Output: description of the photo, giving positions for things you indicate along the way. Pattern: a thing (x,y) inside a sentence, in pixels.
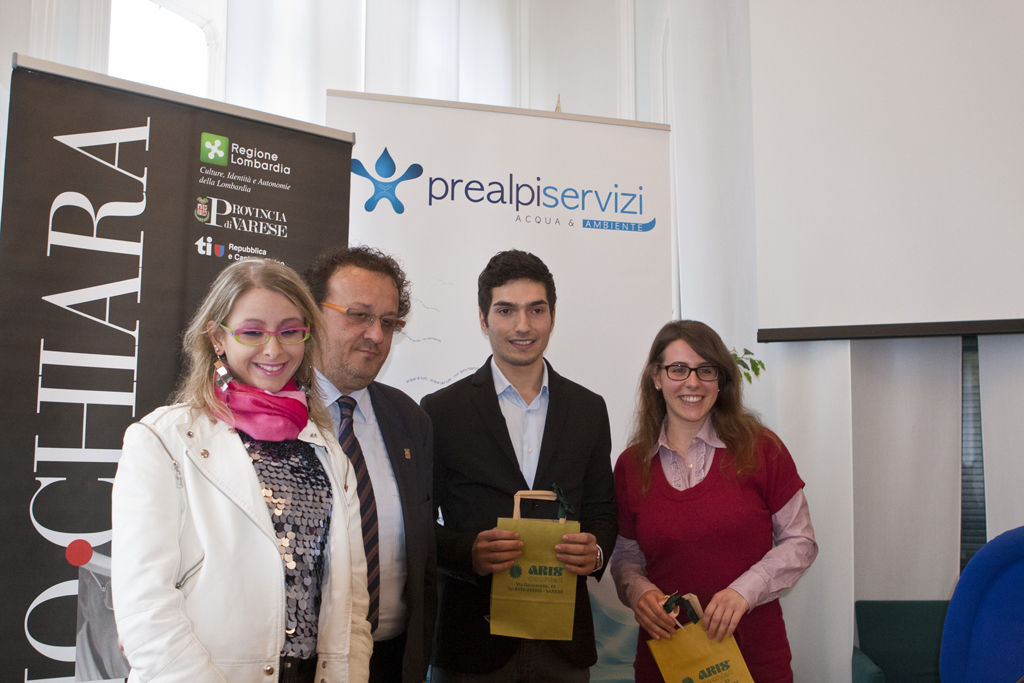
In this image in the front (482,478) there are persons (407,493) standing and smiling. In the center (407,352) there are boards (203,236) with some text (112,243) written on it and in the background (300,61) there is a curtain (379,67) which is white in colour and there is a wall (547,61) which is white in colour. On the right side (988,608) there is an object (1000,614) which is blue in colour.
